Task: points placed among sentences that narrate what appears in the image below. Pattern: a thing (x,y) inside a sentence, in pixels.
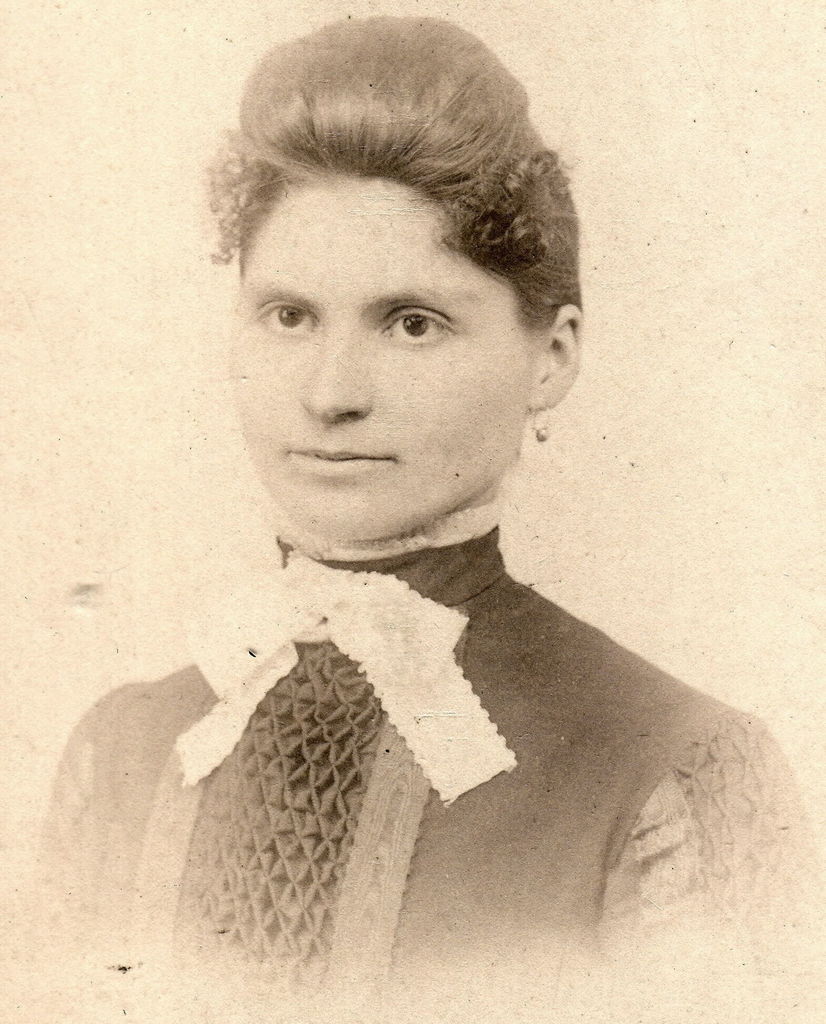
This image is looking like a poster. I can see a woman (423,372).
